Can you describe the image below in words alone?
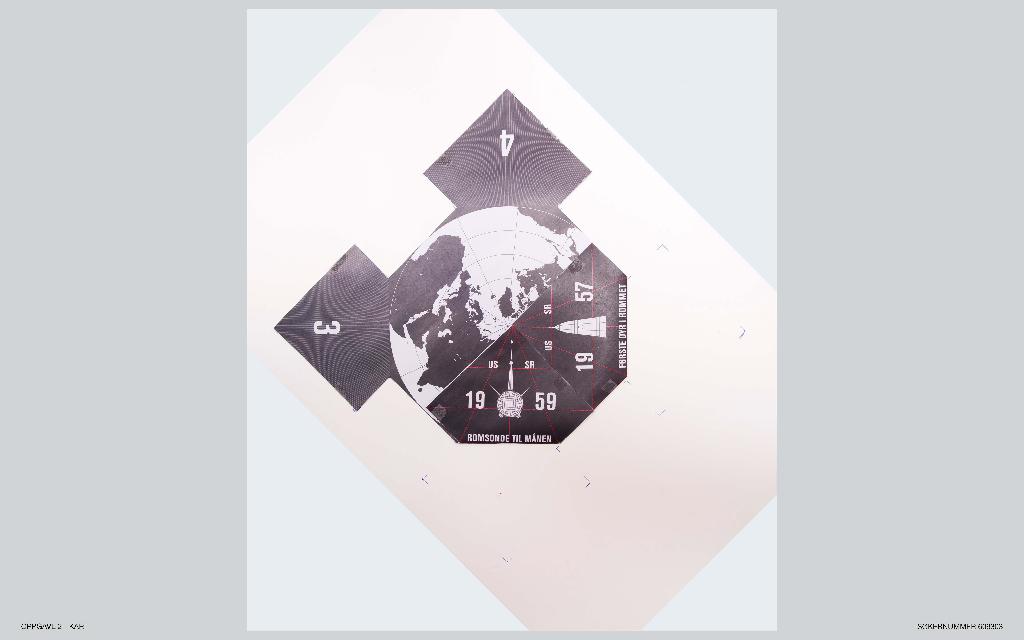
In this image we can see the picture of a globe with some numbers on it.
